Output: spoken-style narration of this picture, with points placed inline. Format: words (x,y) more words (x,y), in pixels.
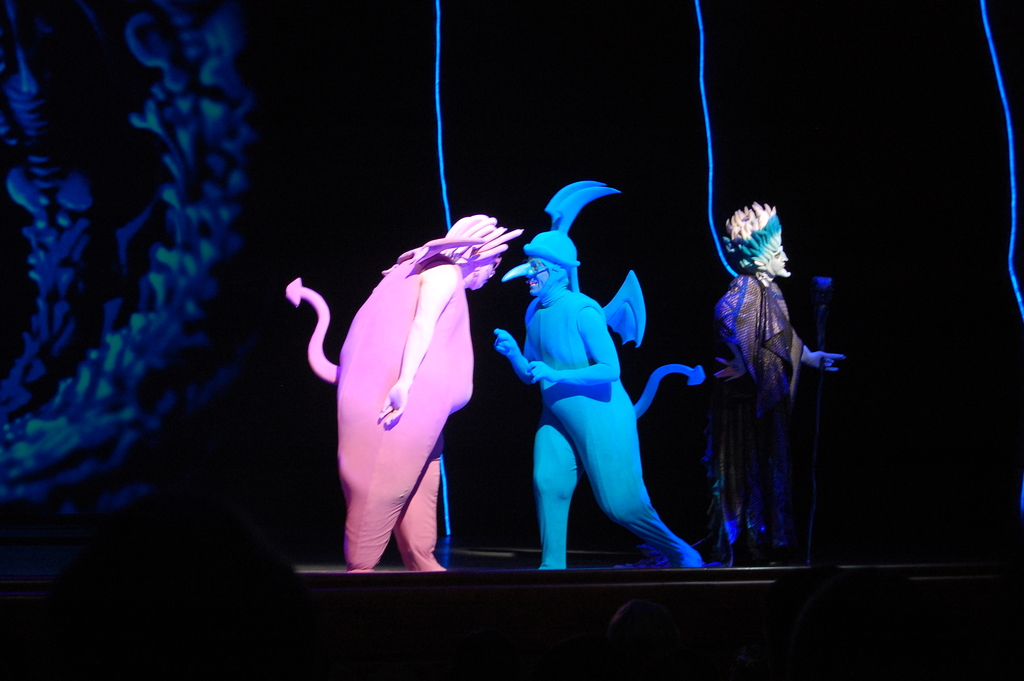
In this image, there are three people (661,376) standing with fancy dresses (414,460). I can see the blue ropes (706,144) hanging. The background (345,145) looks dark. On the left side of the image (127,336), I can see a design (65,334).
